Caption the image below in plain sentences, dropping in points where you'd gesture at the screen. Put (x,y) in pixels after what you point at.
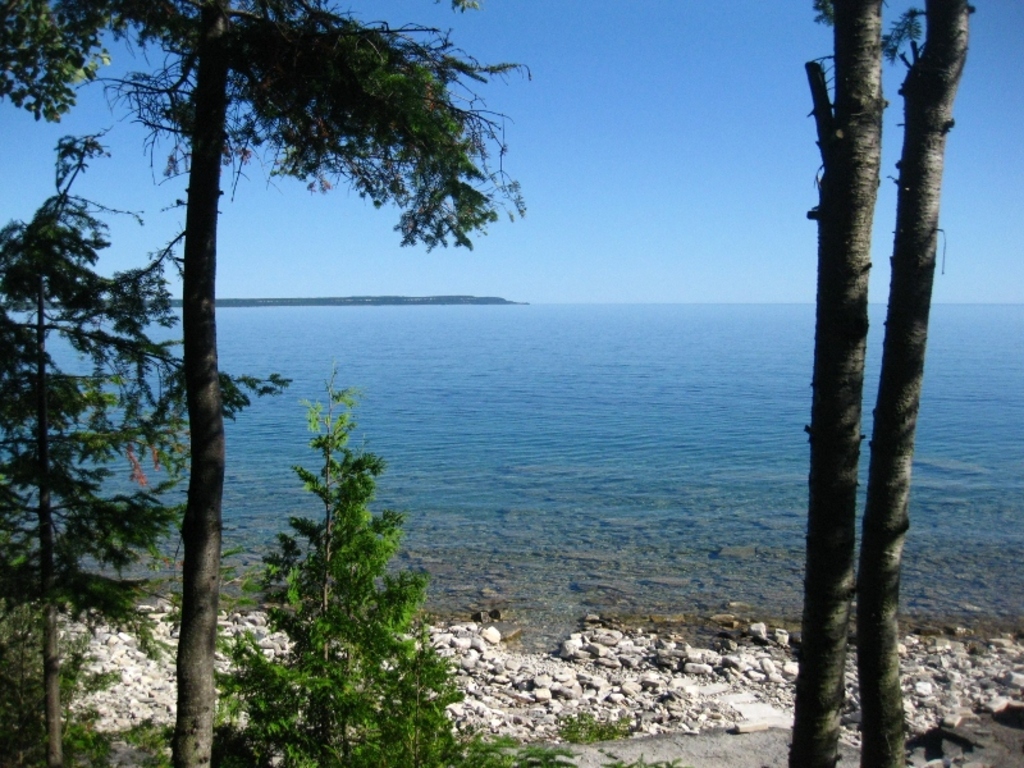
This picture might be taken from outside of the city. In this image, on the left side (267,120), we can see some trees (302,562). On the right side (936,155), we can see some trees (936,231). In the background (467,358), we can see a water (660,364) in a lake (763,438). At the top (669,112), we can see a sky (664,151), at the bottom (621,649), we can see some stones (656,668).
